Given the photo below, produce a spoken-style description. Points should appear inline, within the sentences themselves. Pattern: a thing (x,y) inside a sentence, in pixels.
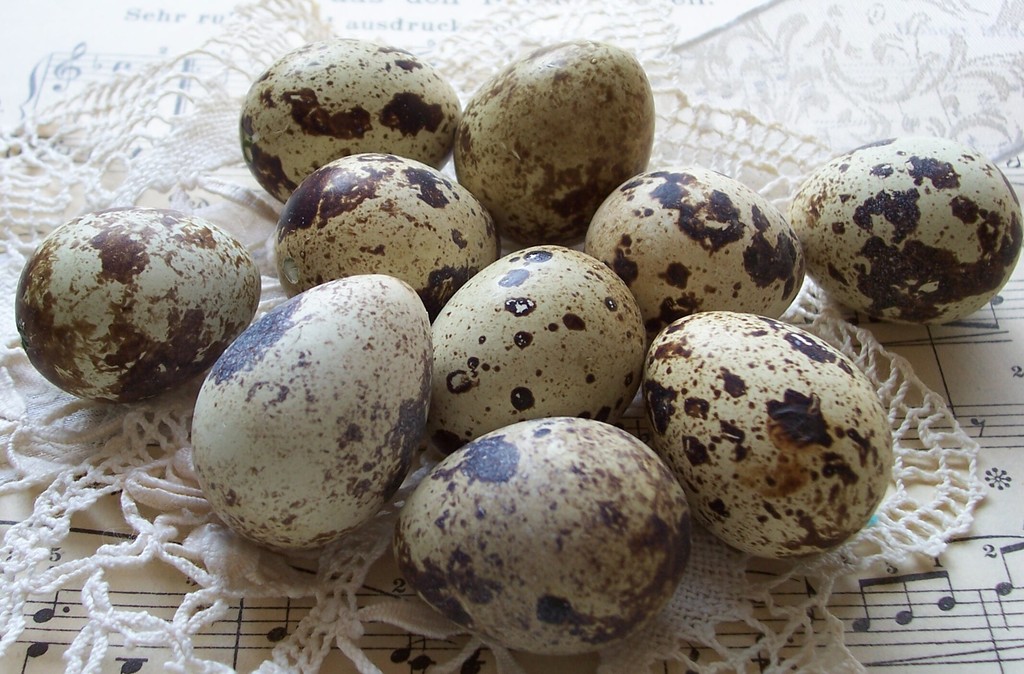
In this picture I can see number of eggs (317,172) on a cloth (200,120) and under the cloth (71,136) I see a paper (79,593) on which there are musical notes (980,411) written.
